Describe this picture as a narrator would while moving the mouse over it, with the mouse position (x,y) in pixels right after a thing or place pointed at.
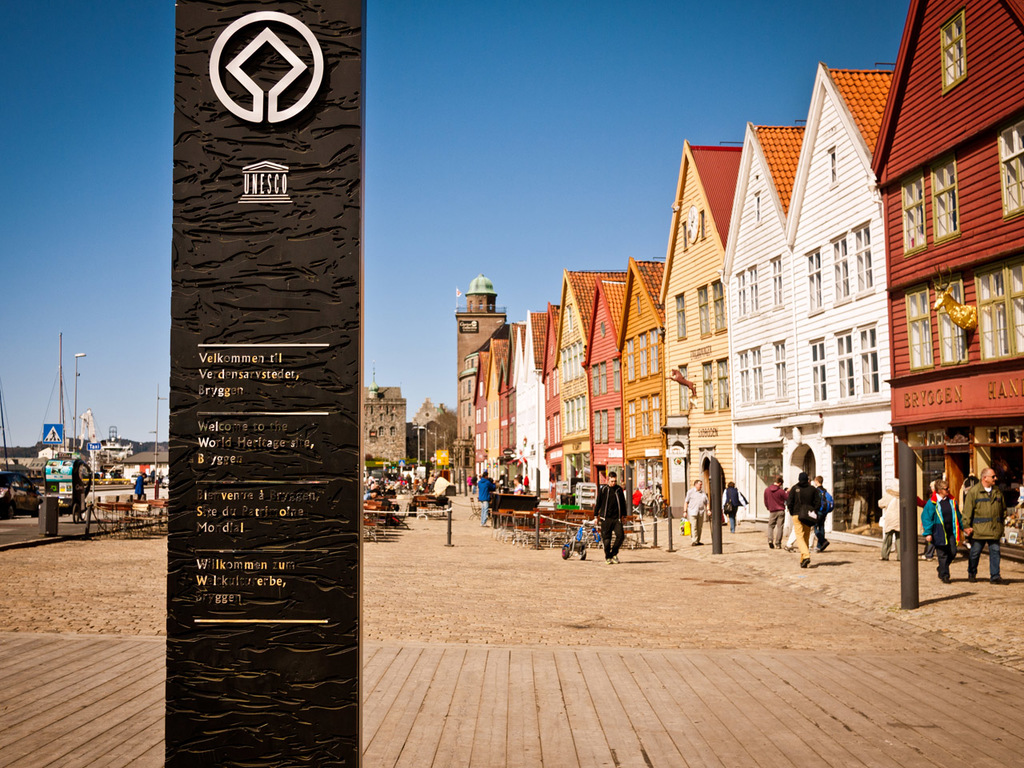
In this picture I can see logos (263,34) and words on the pillar (298,705), there are group of people (700,487) standing, there are boards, poles (719,484), lights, sculptures (937,307), there are buildings (468,360), trees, and in the background (78,239) there is sky (469,137).
